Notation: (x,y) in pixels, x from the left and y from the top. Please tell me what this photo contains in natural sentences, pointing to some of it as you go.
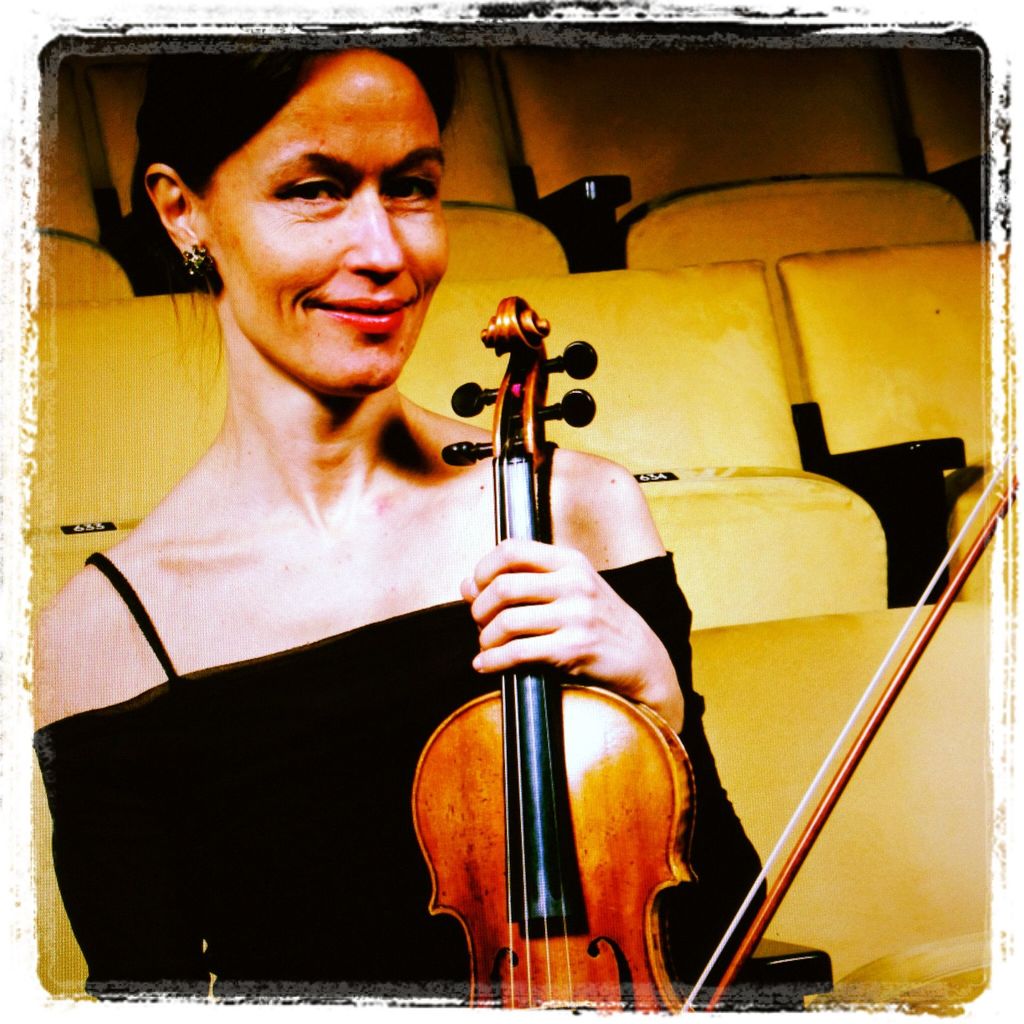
In this picture we have a woman (242,133) sitting in the chair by catching the violin (525,959) in her hand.
